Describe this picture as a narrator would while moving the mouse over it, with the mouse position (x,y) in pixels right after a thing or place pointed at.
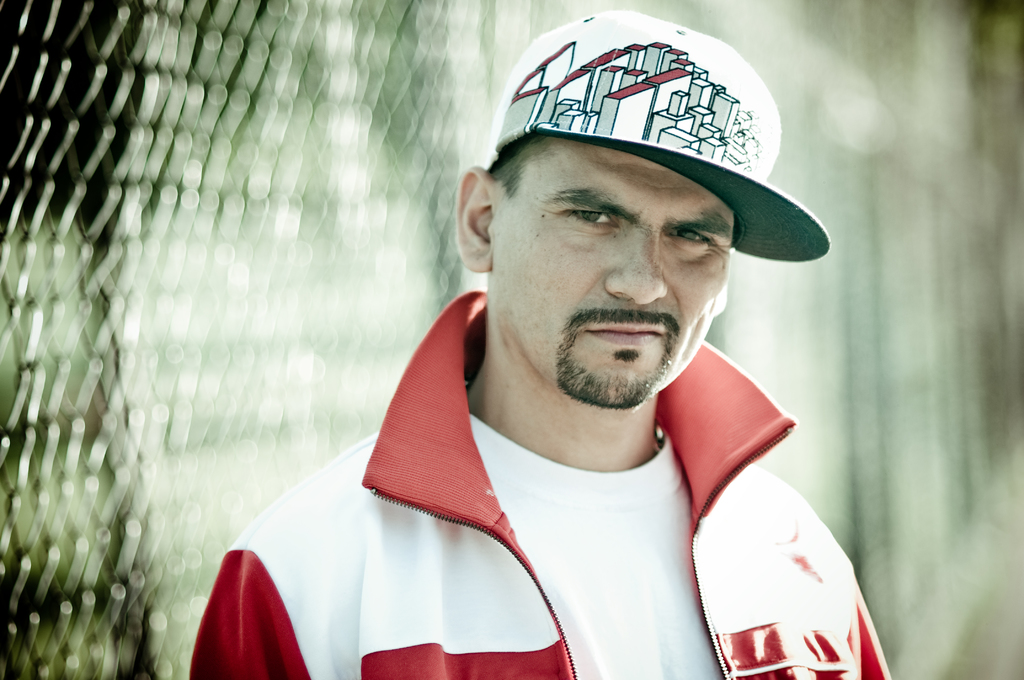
In this image I can see person (496,543) standing and wearing red and white color jacket (493,520) and white cap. Background (266,98) is blurred.
